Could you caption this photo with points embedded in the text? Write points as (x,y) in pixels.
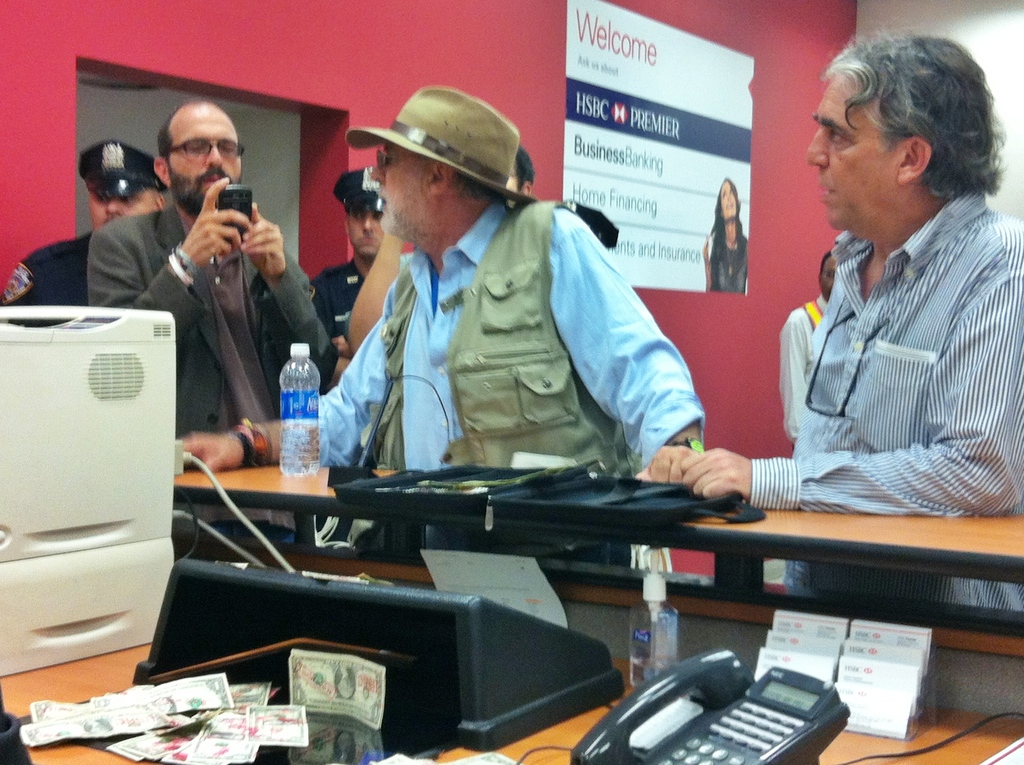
In this picture we can see a group of people (323,410) standing, jackets (540,283), caps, bottles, spectacles (187,143), mobile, telephone (788,759), machines (127,574), notes (140,692), poster (616,137) on the wall (447,4) and some objects (647,544).
